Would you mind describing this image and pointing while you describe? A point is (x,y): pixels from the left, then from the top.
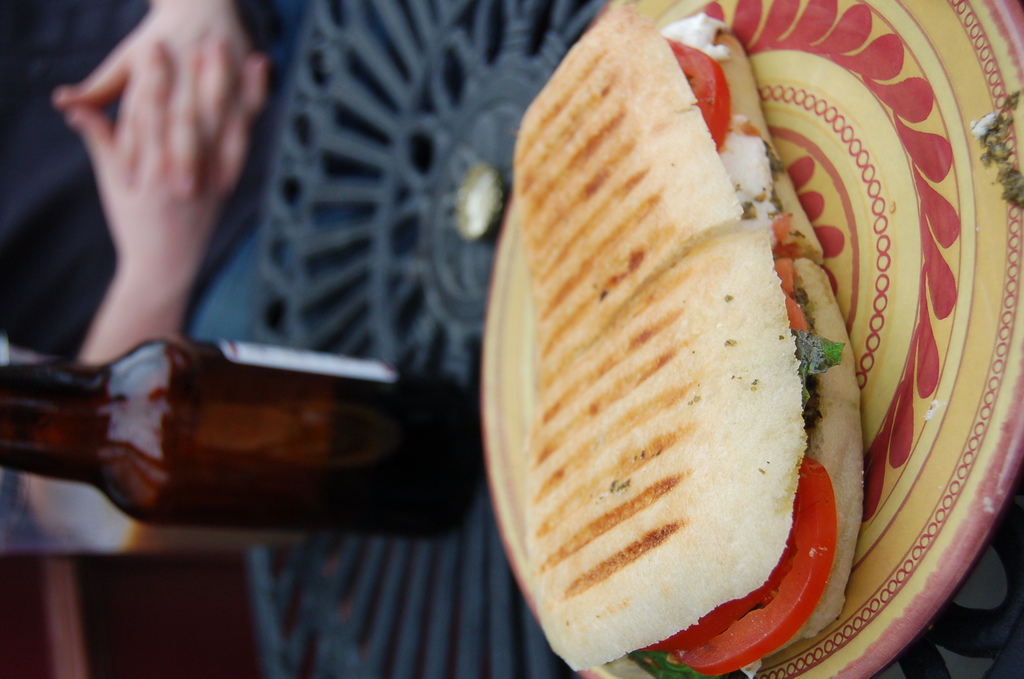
On the right side (959,254), there are two sandwiches (670,253) arranged on a plate (521,469) which is placed on a table (472,140), on which there is a cap (487,218) of a bottle (113,383) and there is a bottle (333,507). In the background (223,43), there is a person (229,88) sitting.
